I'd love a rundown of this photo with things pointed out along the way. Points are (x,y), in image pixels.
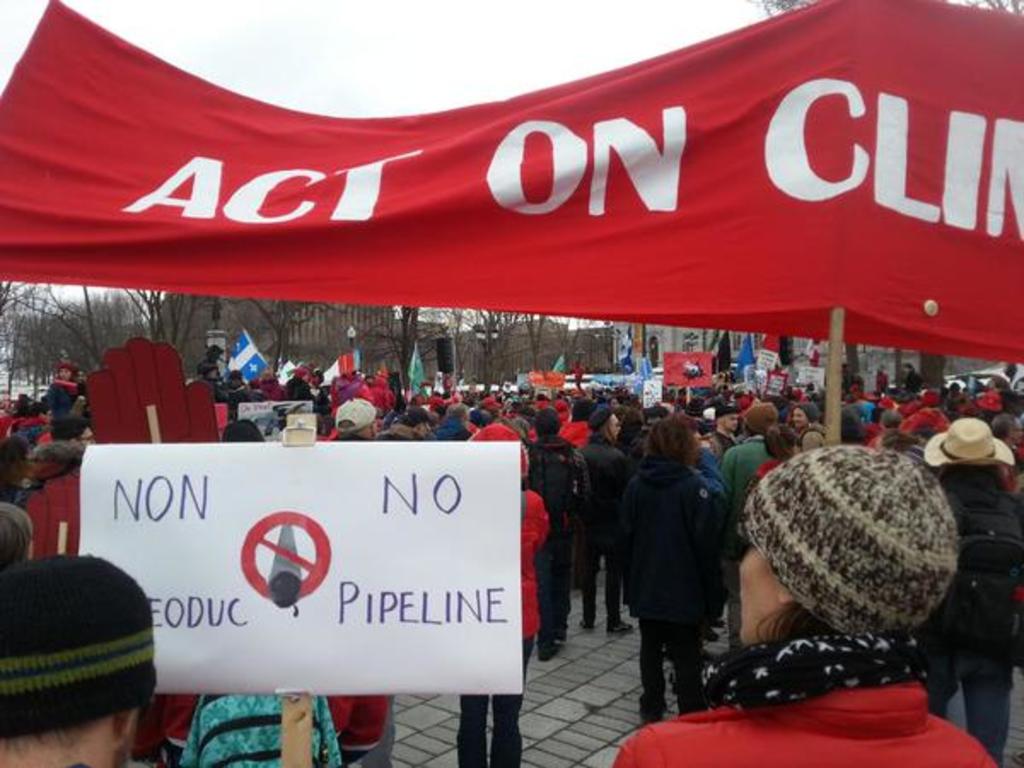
In this picture there are people (597,414) in the center of the image (561,449), by holding posters (297,566) in their hands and there is a flex (531,156) at the top side of the image (807,188) and there are trees (40,299) and buildings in the background area of the image (520,372).
